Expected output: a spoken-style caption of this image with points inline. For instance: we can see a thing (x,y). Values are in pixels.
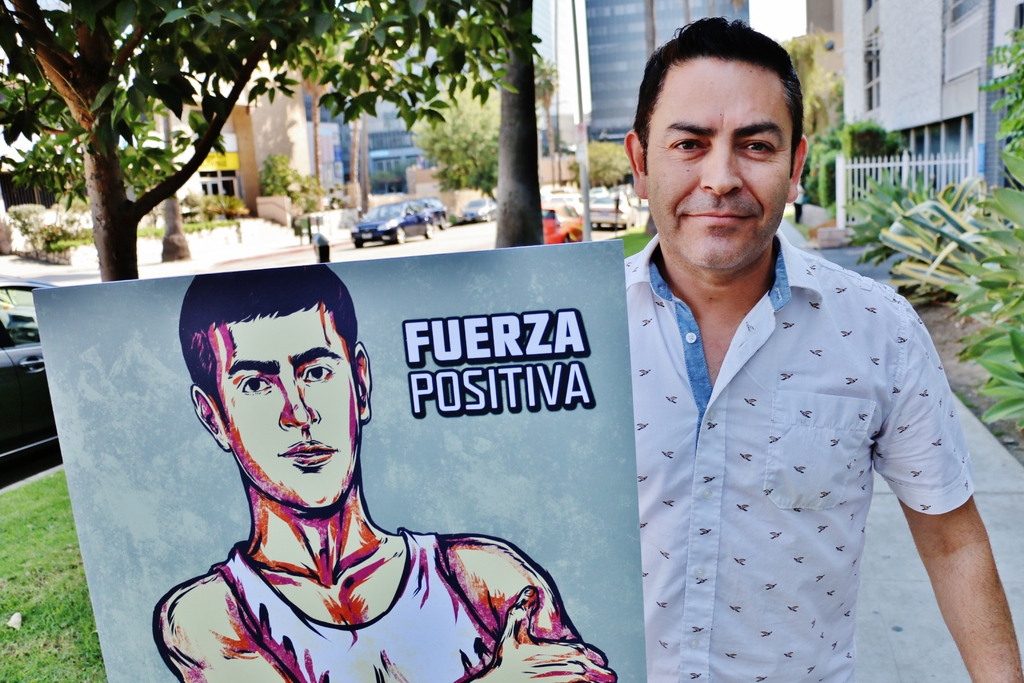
In this picture there is a man (775,477) who is wearing white t-shirt (775,477). He is standing near to the board (199,586), where we can see the painting (333,510) of a person (333,514). On the left (23,365) there is a car (41,392) which is parked near to the trees (104,258). In the background (369,221) we can see many cars (420,227) and other vehicle (549,234) on the road (477,238). beside that we can see poles (586,240) and street lights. On the right (995,156) background (968,92) we can see buildings (986,127). In front of the building (916,155) there is a fencing (888,163). At the top (792,10) there is a sky (569,5). In the bottom left corner (41,665) we can see the grass (67,587).
